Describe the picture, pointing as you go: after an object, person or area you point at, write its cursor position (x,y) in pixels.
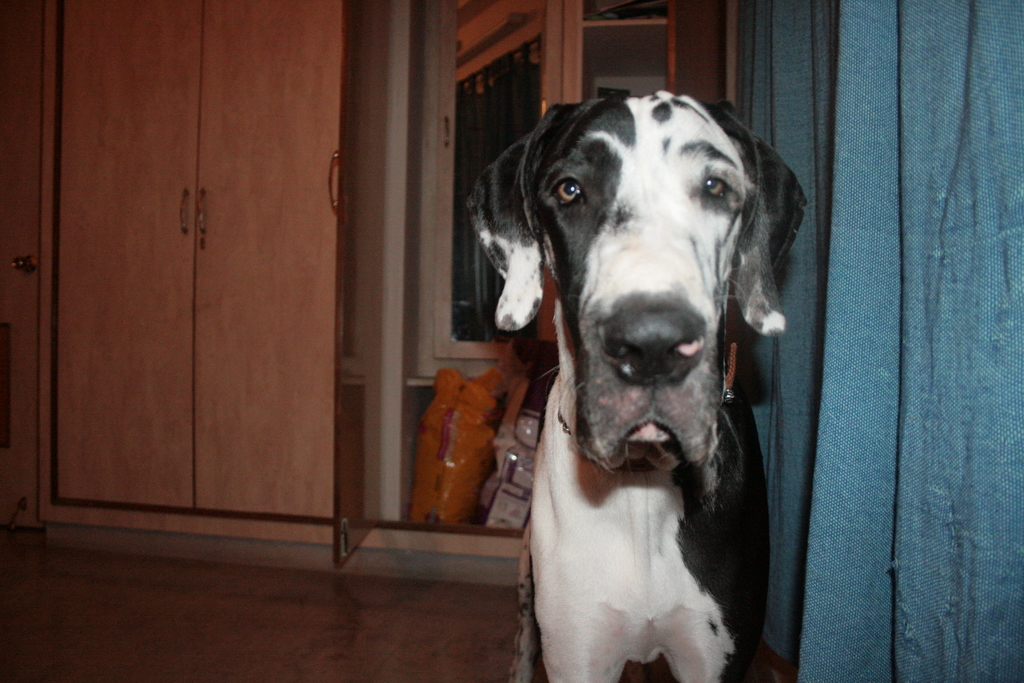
In this image we can see a dog (672,505) standing on the floor (316,648), beside the dog (715,567) there is a curtain (796,448). In the background (213,341) there are some cupboards (250,179).
